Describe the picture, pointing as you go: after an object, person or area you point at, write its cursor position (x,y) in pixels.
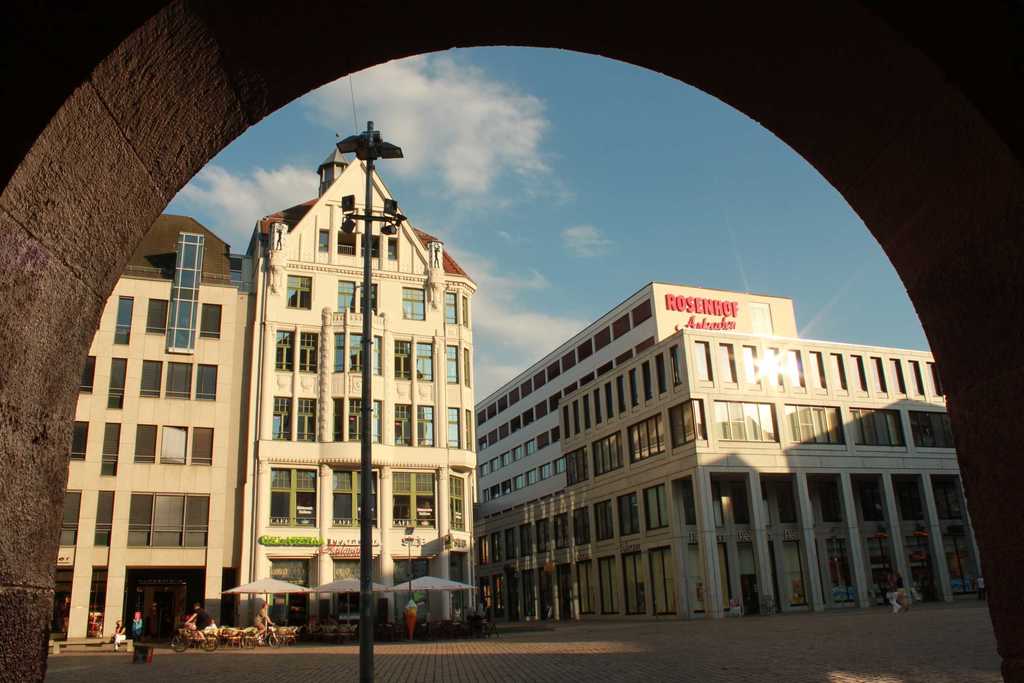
In this image, I can see an arch (981,328), buildings (588,488) with pillars (120,582) and glass windows (864,432). There are lights (392,155) to a pole (374,134). At the bottom of the image (246,647), I can see two persons (268,626) riding bicycles (210,644) and there are chairs (283,630) under the patio umbrellas (265,589). In the background (428,126), I can see the sky (863,249).
